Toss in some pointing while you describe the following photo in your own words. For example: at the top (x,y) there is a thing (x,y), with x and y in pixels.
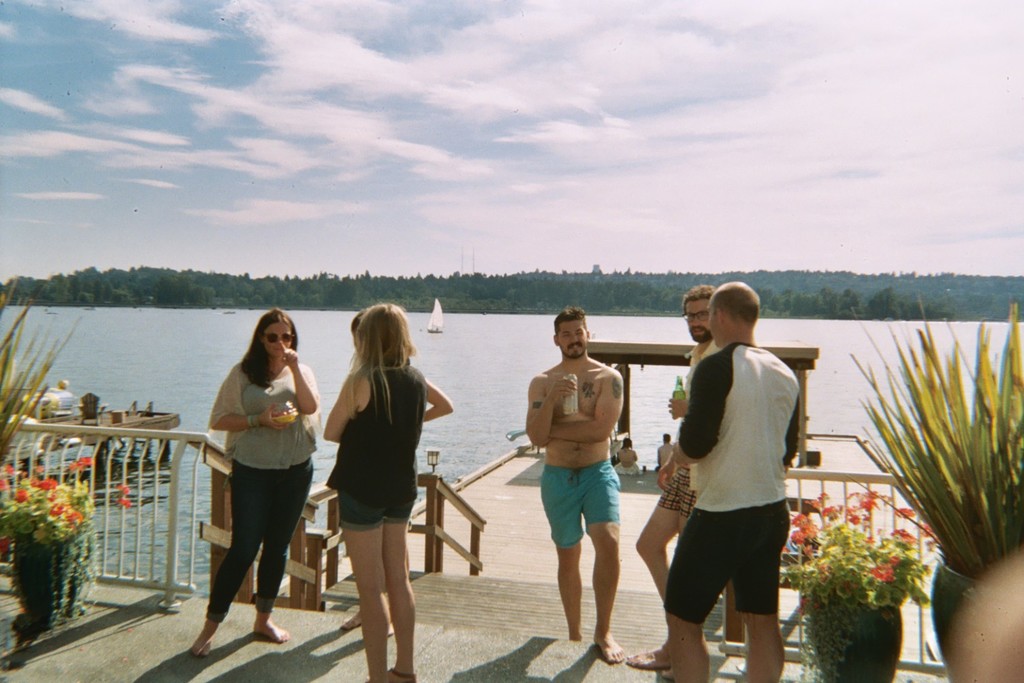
In the picture we can see some women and men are standing on the path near to them, we can see some plants (36,496) with flowers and railing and in the background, we can see a wooden floor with a shed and some persons (668,440) sitting under it and besides, we can see a sea water (633,378) and a boat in it and in the background (704,140) we can see trees (206,299) and a sky (30,158) with clouds (478,251).
